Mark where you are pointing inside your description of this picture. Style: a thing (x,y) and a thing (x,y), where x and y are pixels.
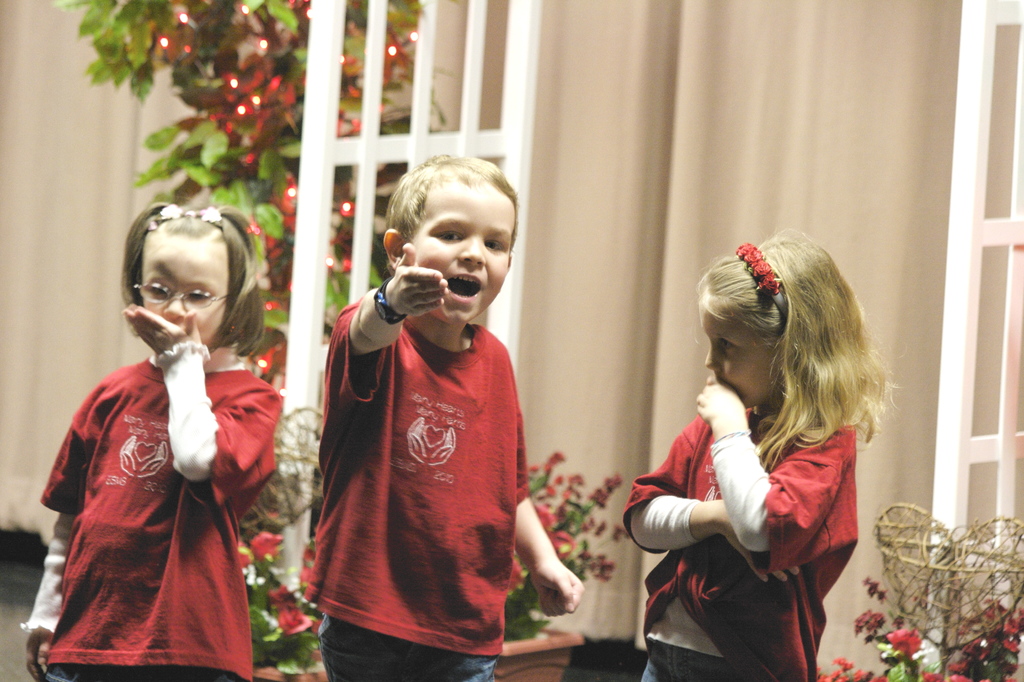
In the foreground of the picture (395,417) there are kids (704,530), flowers (903,629) and plant (289,574). In the middle of the picture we can see flower pot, flowers (268,550), tree (300,107), lights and grills (417,85). In the background (154,107) we can see curtain (8,214).
